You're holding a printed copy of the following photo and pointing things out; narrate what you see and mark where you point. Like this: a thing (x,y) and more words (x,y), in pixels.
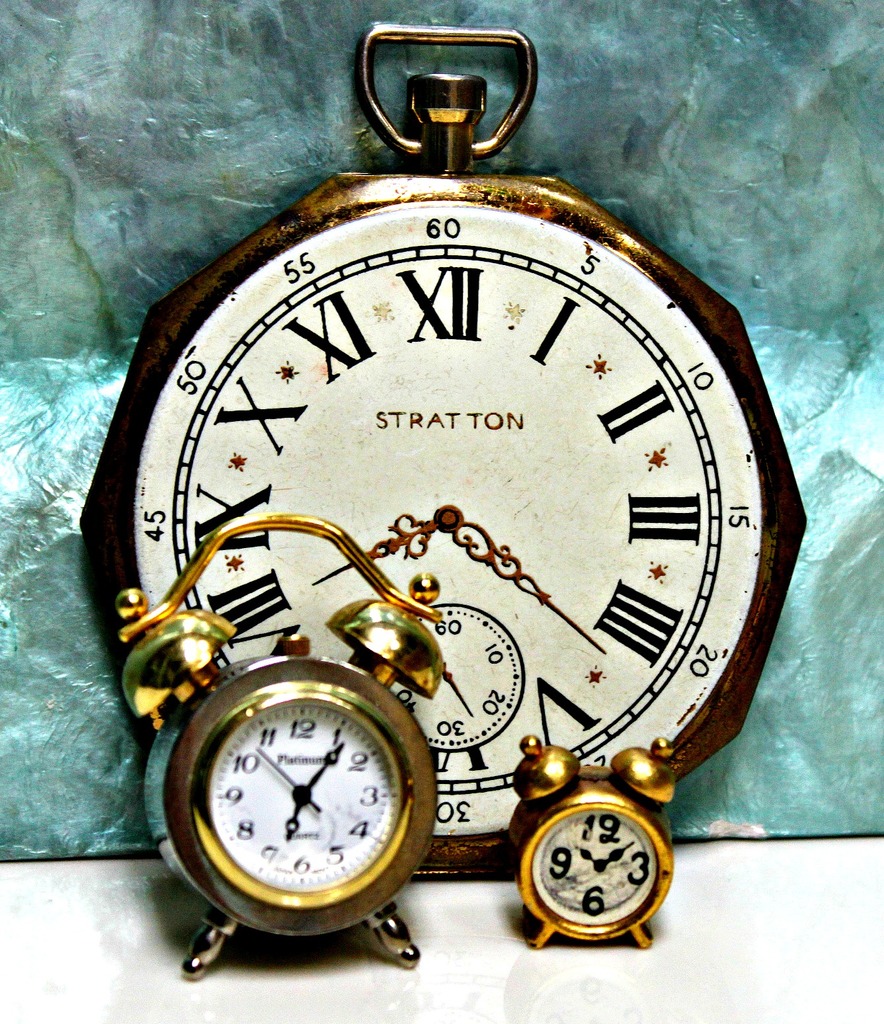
In this picture there are clocks (447,651). At the bottom (442,980) it is white. In the background (160,80) there is a blue color object (746,160).
